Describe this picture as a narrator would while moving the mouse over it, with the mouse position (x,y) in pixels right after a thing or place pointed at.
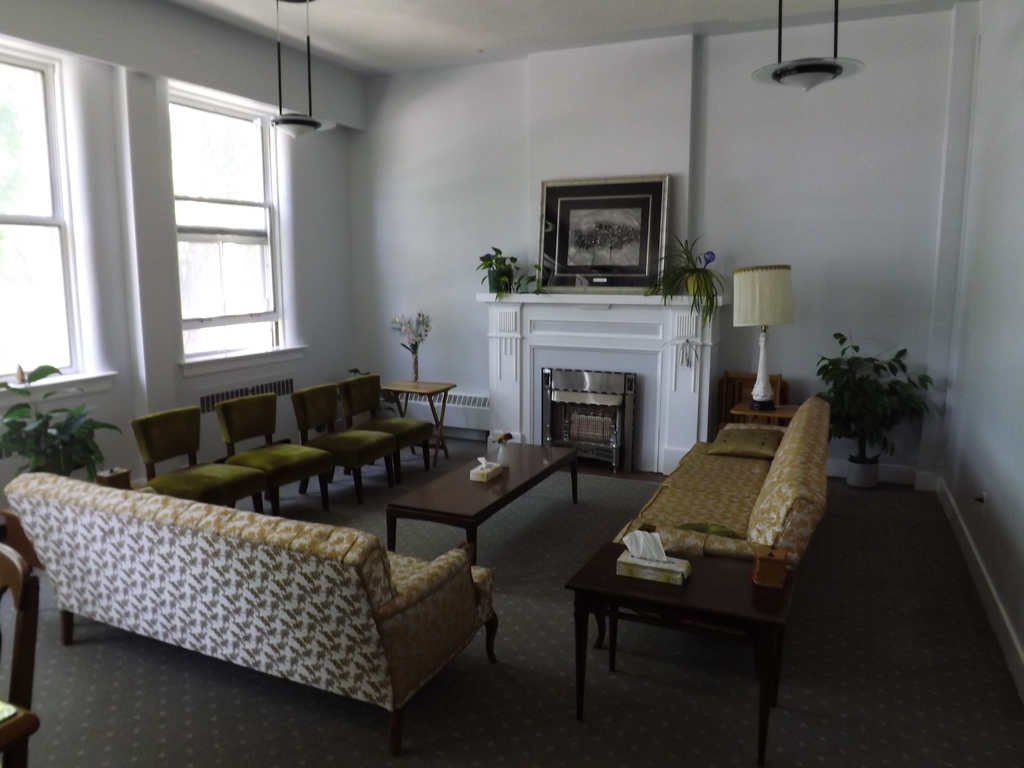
In this room (353,621) there are sofas (39,511), chairs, houseplants (703,283), windows (71,303), a table (479,503), a frame (582,262) on the wall (710,224) and lights (310,81) and a lamp (765,363).
